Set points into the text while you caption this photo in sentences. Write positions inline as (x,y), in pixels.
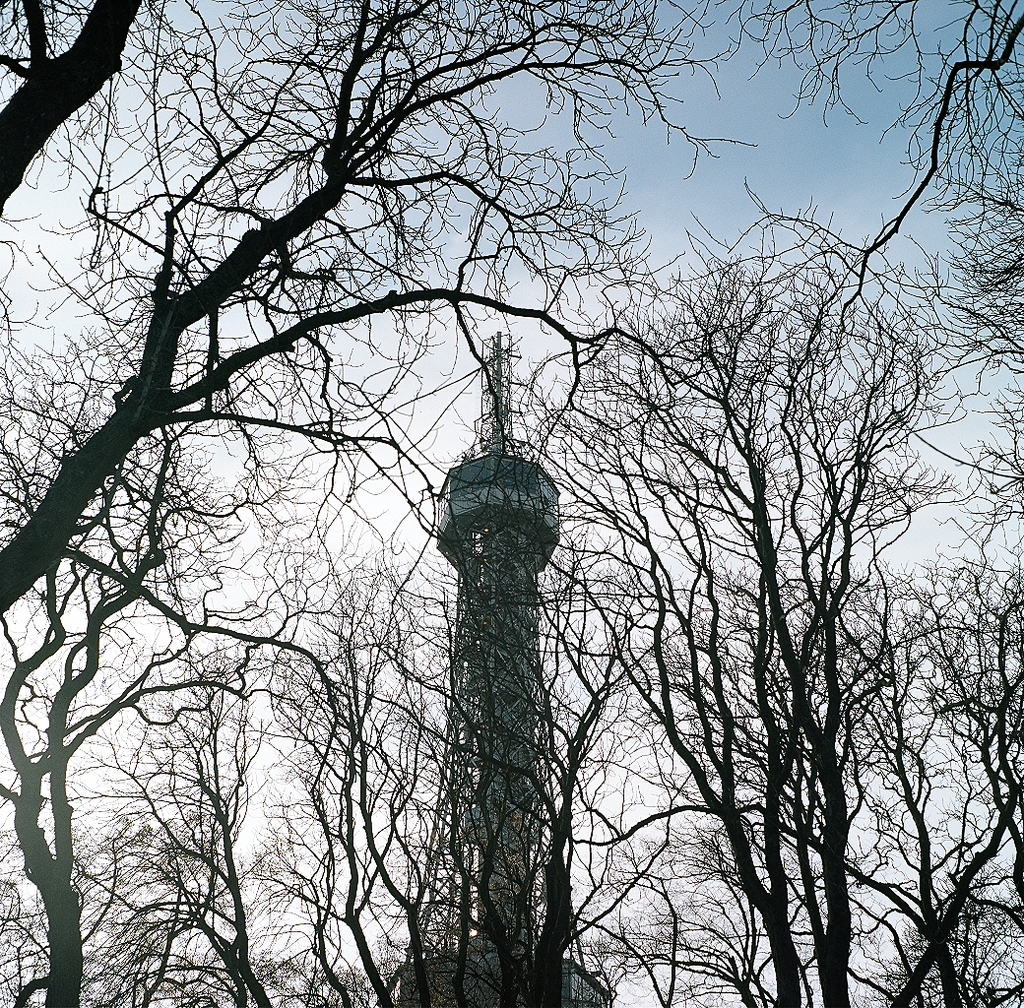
This image is taken outdoors. At the top of the image (741,125) there is the sky (759,112) with clouds (530,326). In the middle of the image (573,557) there are many trees (156,368) with stems (114,447) and branches (734,357). In the background (487,690) there is a tower (470,585).
